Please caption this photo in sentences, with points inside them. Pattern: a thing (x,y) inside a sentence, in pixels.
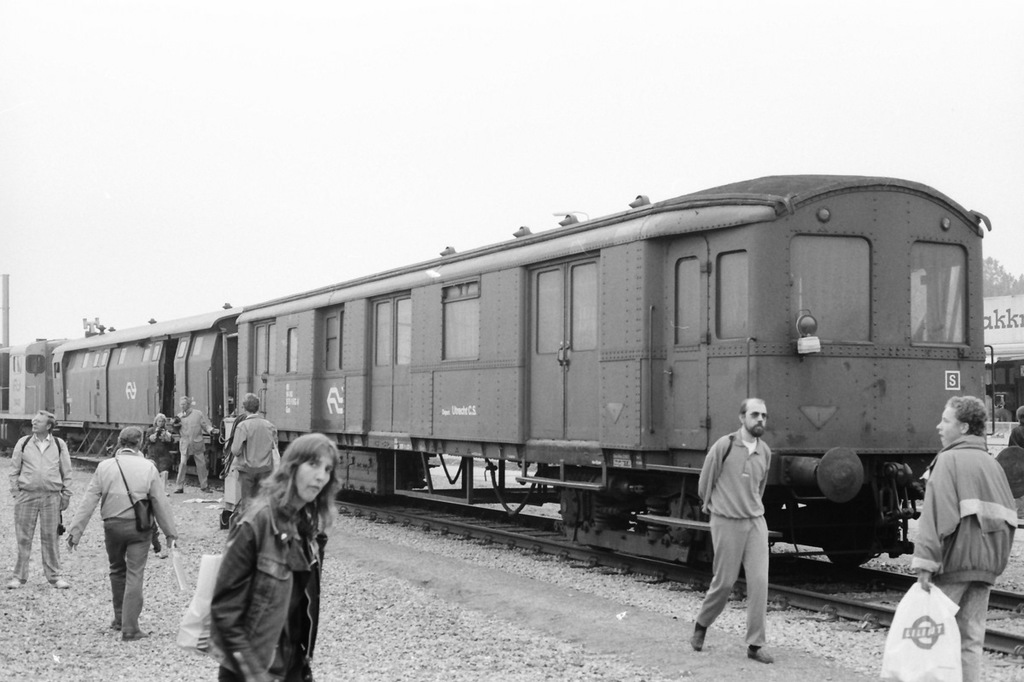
In this picture I can see few persons (325,484) on either side of this image, in the middle (526,318) there is a train (706,396), at the top (566,57) there is the sky (499,61). This image is in black and white color.
